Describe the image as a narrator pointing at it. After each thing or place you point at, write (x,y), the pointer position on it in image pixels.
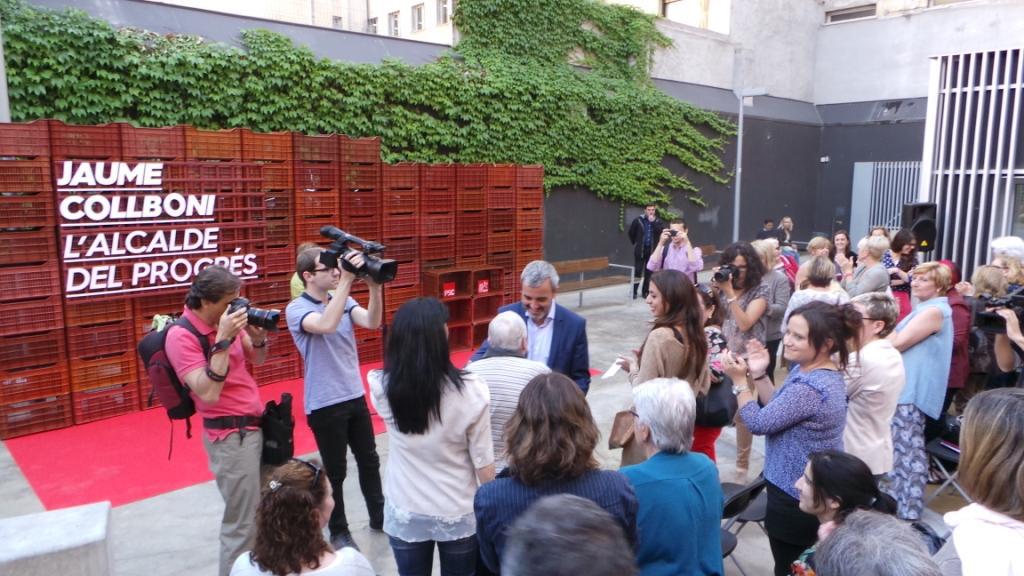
In this image we can see a few people (524,393), among them some people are holding the cameras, there are some buildings (842,104), creepers (507,111), boxes (143,145), windows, grille (975,176), chairs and the wall (769,208).
